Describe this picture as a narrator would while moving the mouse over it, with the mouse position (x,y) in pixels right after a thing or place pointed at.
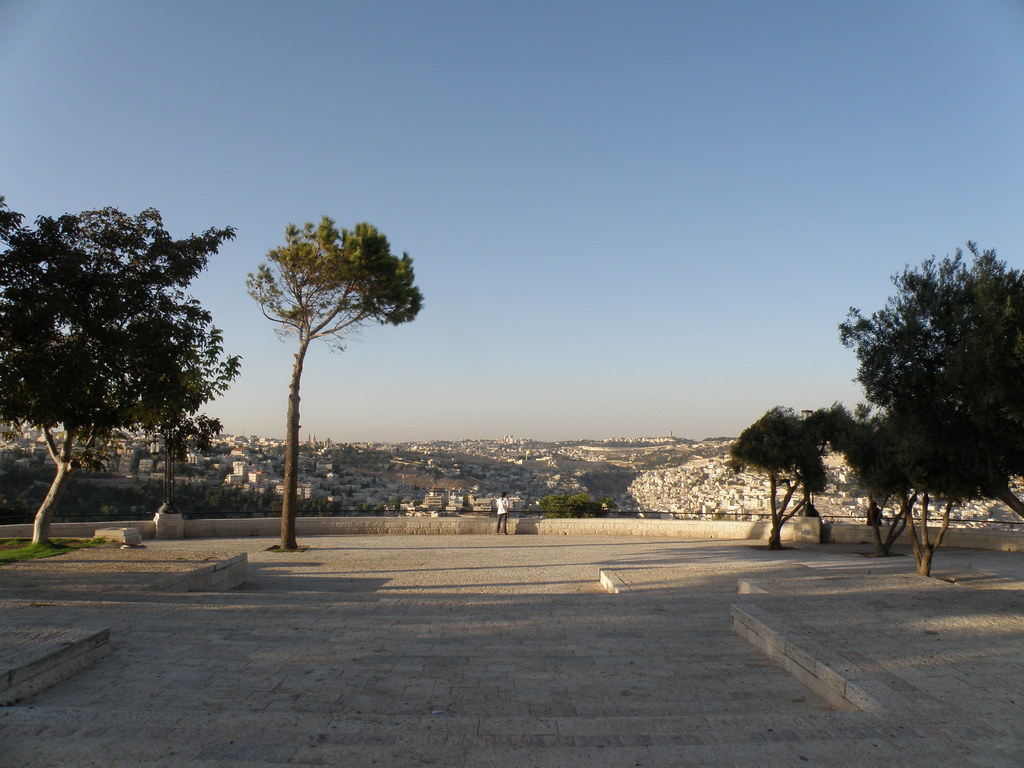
In this image I can see the road (425,679). To the side there are trees (924,538). In the back (426,525) I can see the person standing in-front of the wall (544,532). In the background (458,492) there are few buildings (427,494) and the sky (559,233).
